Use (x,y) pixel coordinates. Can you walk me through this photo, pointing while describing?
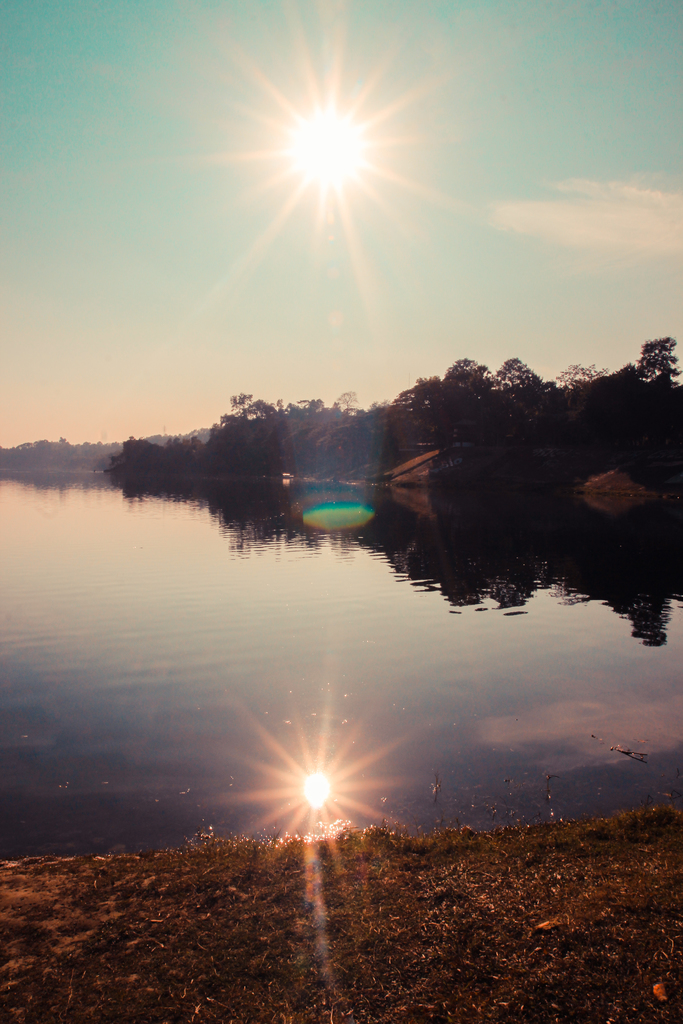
In this image there is water (303,699), beside the water (318,522), there are trees (458,420), at the top of the image (339,251) there is sun (352,122) in the sky (80,210).
